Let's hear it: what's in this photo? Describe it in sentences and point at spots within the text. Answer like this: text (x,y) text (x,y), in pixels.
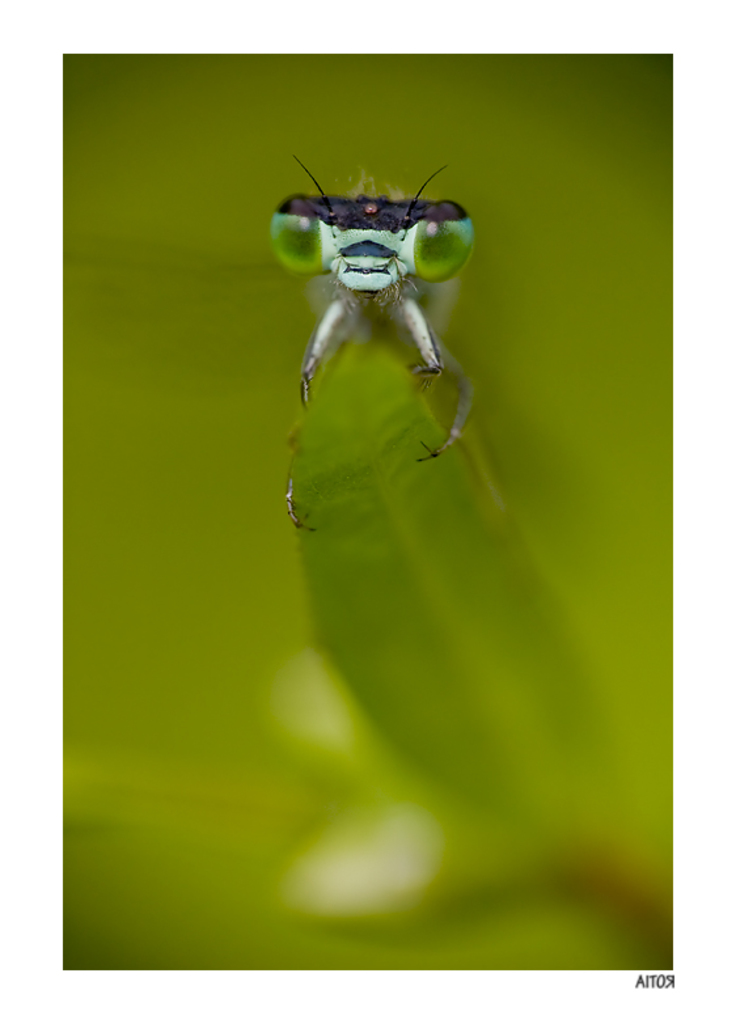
In the picture we can see a insect (395,208) sitting on the leaf (438,525) which is green in color and to the insect (433,278) we can see eyes (461,219) which are green in color and some legs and antenna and behind the insect (371,219) we can see green color background (558,489).
